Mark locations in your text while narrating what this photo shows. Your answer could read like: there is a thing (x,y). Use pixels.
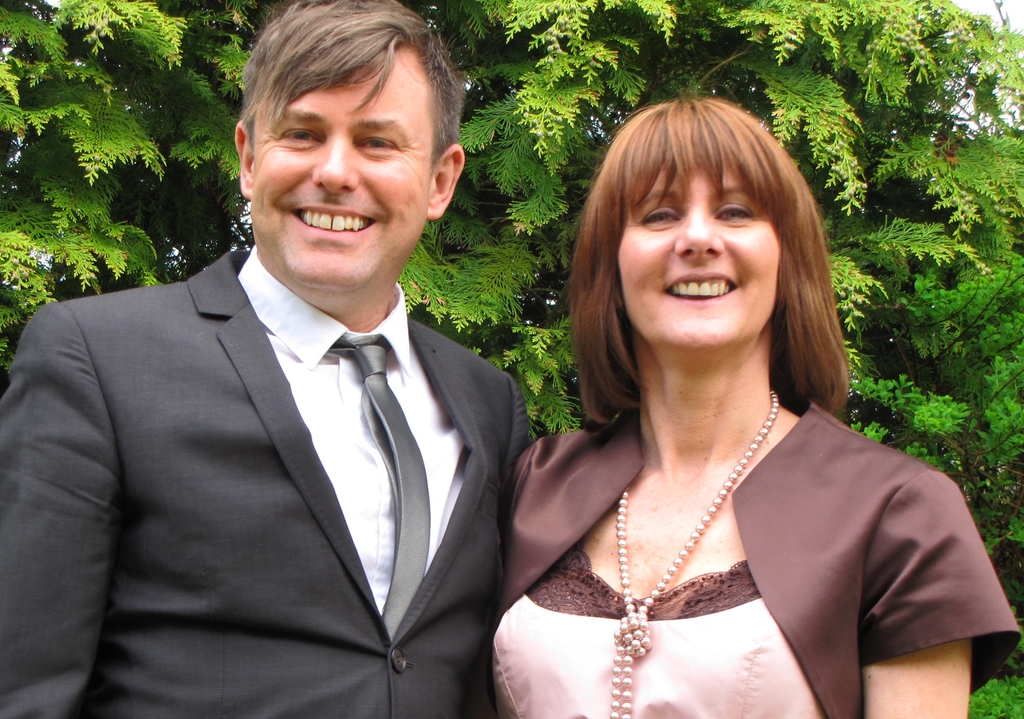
In this picture I can see there is a man (375,333) and a woman (605,380) standing, they are laughing and there are trees (132,268) in the backdrop (143,225) and the sky (172,254) is clear.
